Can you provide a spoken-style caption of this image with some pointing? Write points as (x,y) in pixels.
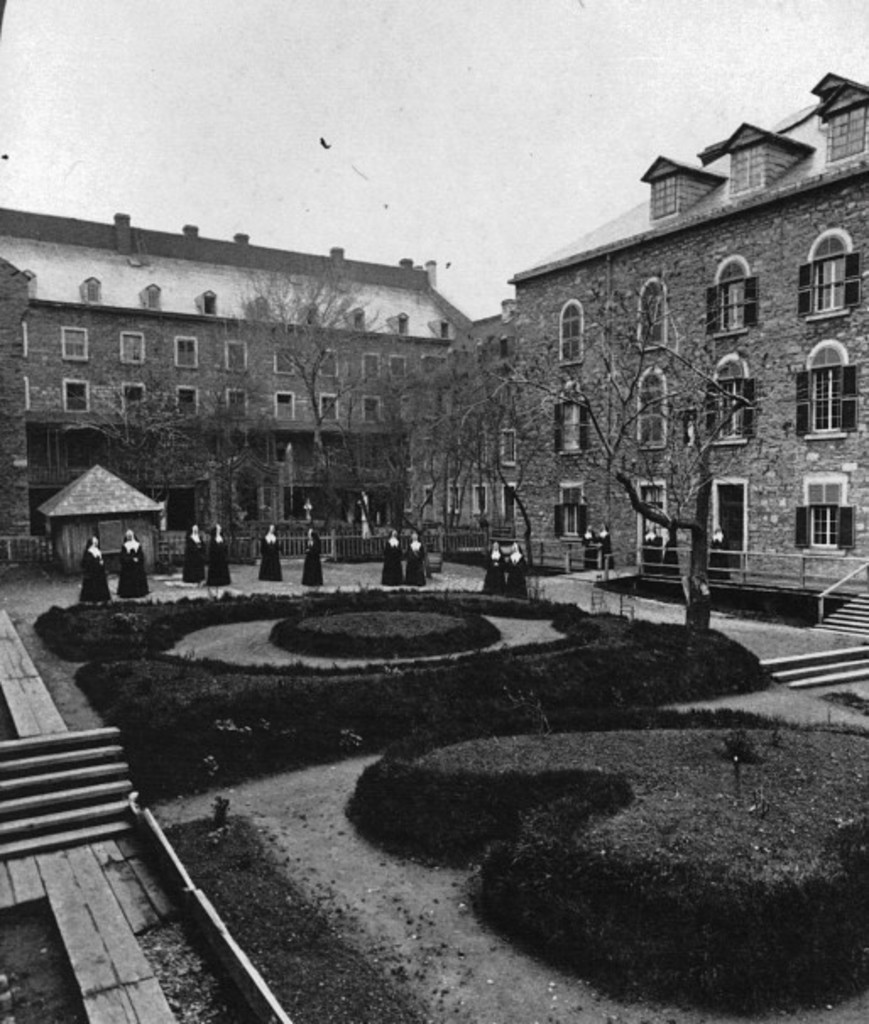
In this image I can see the black and white picture in which I can see the ground (367,891), few plants (614,860), few trees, few persons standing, few stairs (859,628), the railing (568,558) and few buildings (635,367). In the background (208,152) I can see the sky (308,118).
